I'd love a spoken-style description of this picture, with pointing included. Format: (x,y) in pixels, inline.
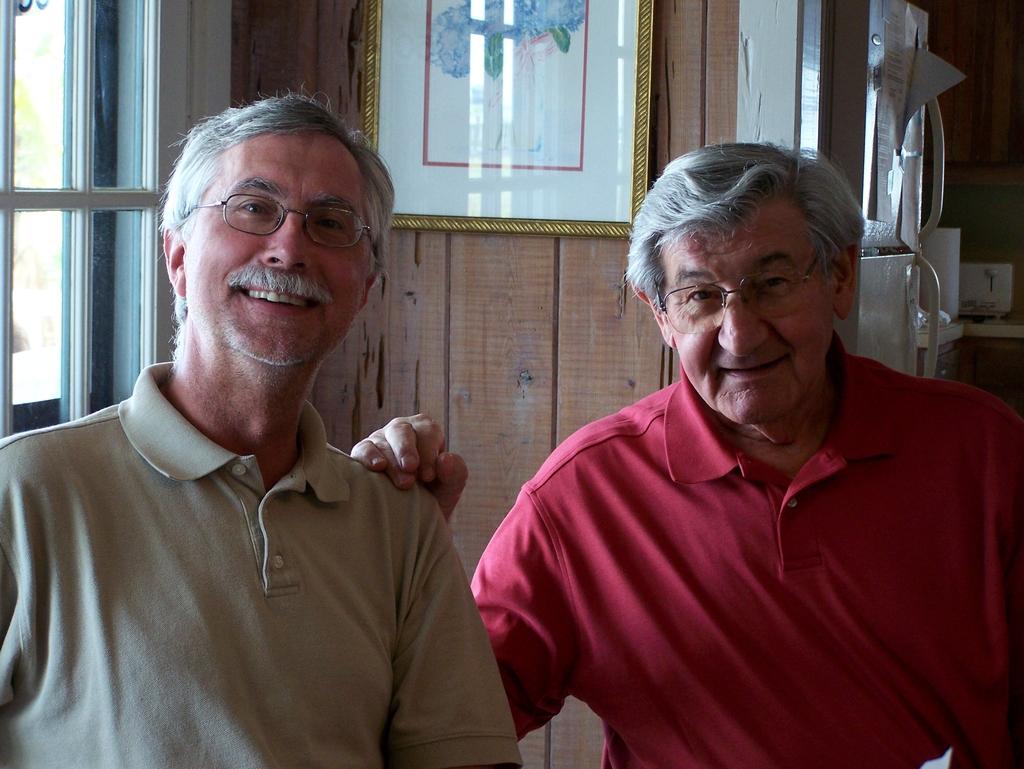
In this image I can see two persons (494,596) with spectacles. There is a photo frame (513,133) attached to the wooden wall (684,84), there is a glass window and there is a refrigerator (904,291). Also there are cupboards (1010,350) and some other objects (975,308).
